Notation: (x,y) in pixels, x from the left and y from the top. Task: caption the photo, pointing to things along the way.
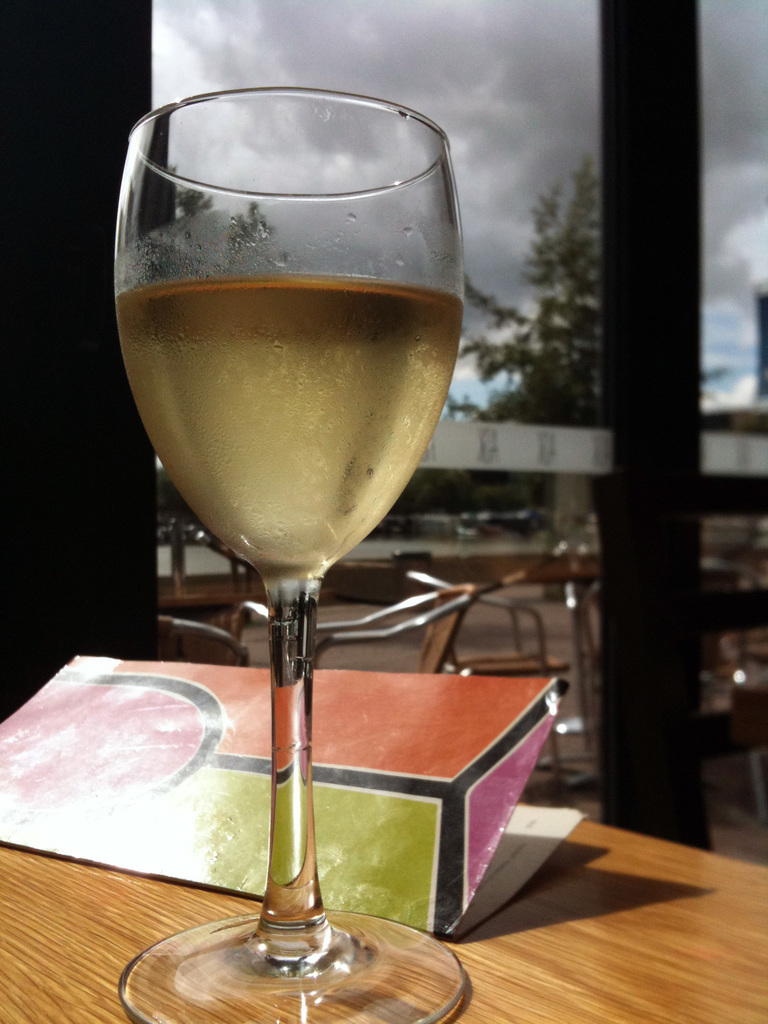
In this image I can see the brown colored table (668,945) and on it I can see a wine glass (347,268) with liquid (284,378) in it and a paper (430,806). In the background (428,652) I can see few chairs (485,657), few trees (554,376) and the sky (464,69).
